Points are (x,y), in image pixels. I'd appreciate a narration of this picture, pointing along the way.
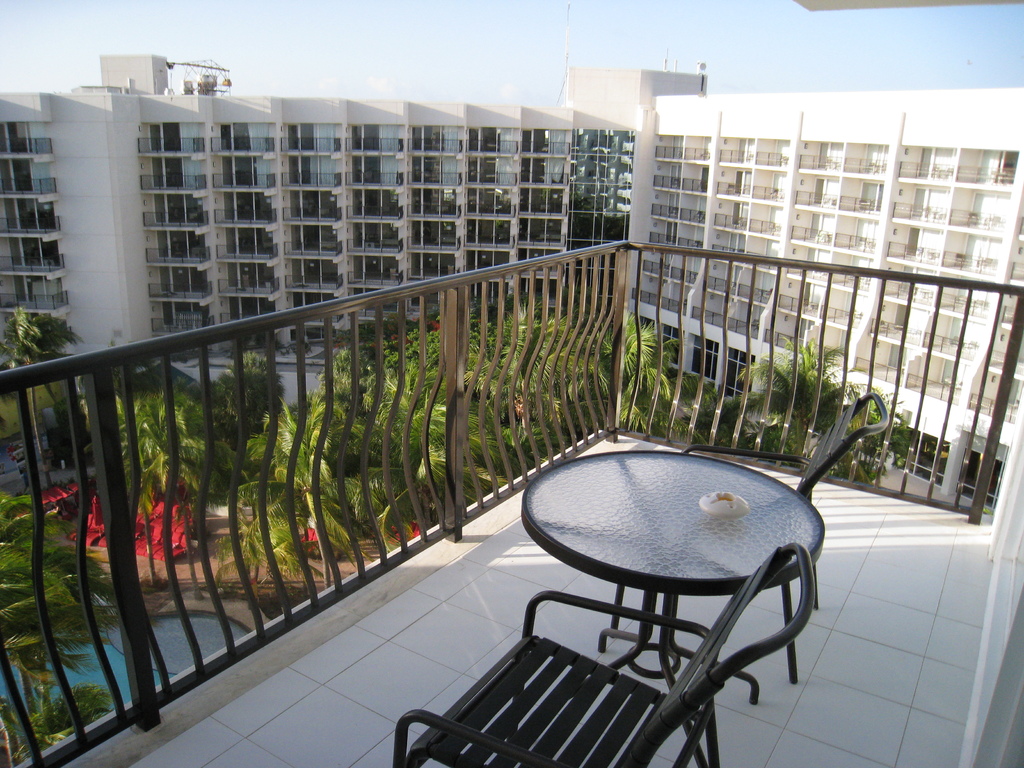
In this image I can see two chairs (478,742) and a glass table (635,541) and I can also see the railing (115,498). Background (206,162) I can see few trees (150,403) in green color, few buildings (577,231) in white color and the sky (671,38) is in blue and white color.
